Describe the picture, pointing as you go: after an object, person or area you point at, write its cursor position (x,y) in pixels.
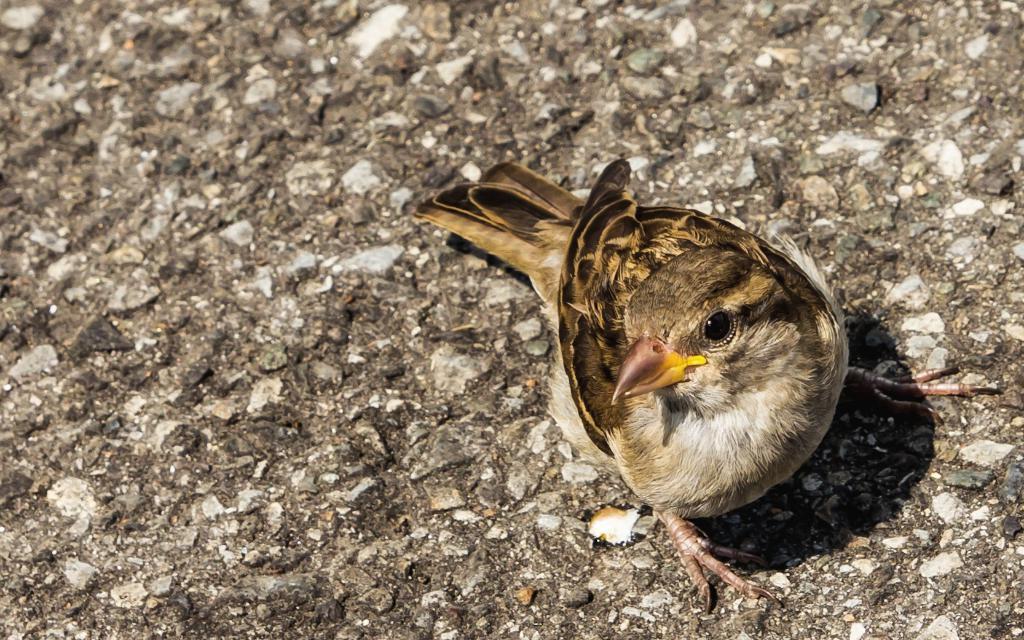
In this picture we can see a bird (925,381) on a platform (363,388).
